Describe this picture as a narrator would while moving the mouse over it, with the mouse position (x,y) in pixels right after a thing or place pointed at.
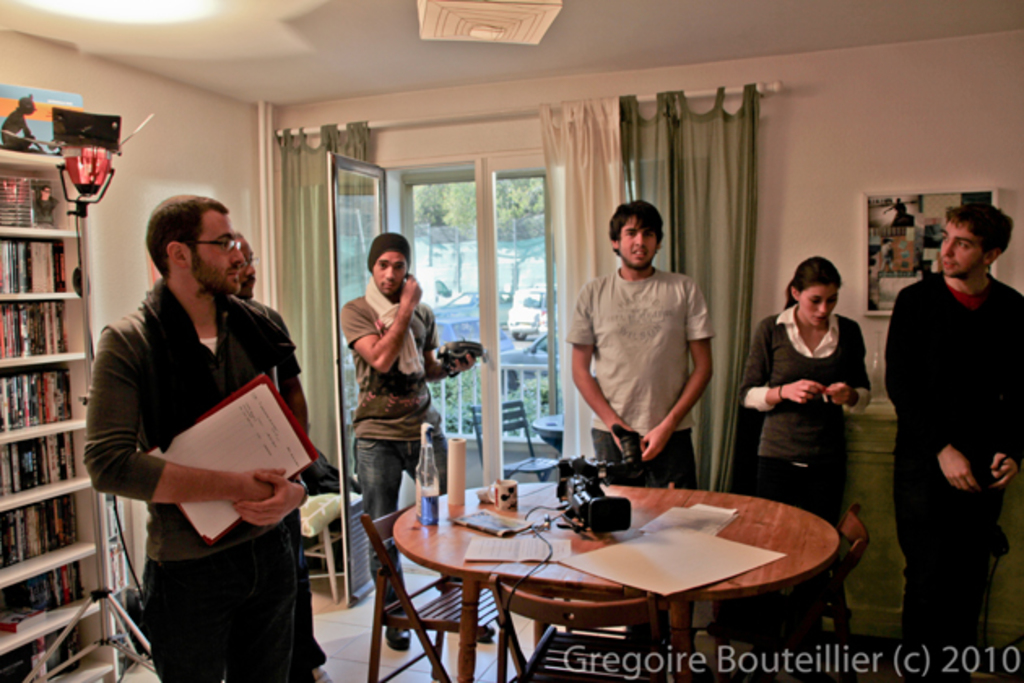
Here we can see a group of people (948,428) standing with a chair (648,606) and table (813,523) in front of them, having a video camera (600,507), a bottle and cup (506,509) and papers (684,523) present on it and behind them we can see door (435,240) and curtains (317,166) and rack (56,356) of books (39,347) present.
